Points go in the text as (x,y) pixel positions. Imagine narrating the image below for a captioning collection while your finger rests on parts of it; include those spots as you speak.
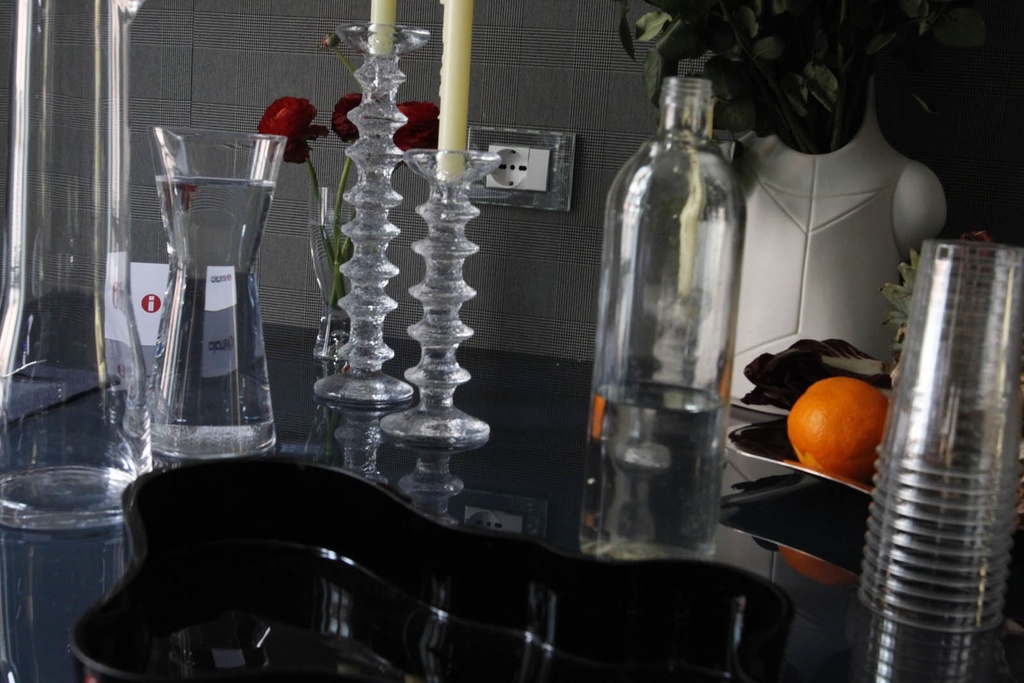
On this table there is a fruit (860,446), bottle (672,340), candles (445,51), flowers (303,143), glass (311,246), tray (177,543), plant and cups (968,379).
